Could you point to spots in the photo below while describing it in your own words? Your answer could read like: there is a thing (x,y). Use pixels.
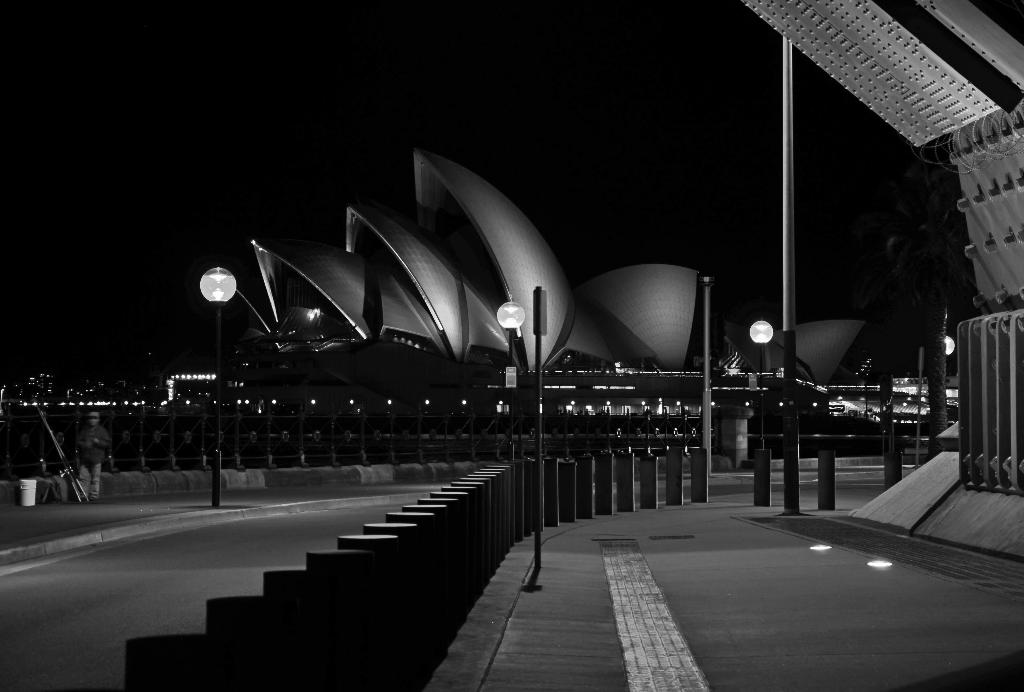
In this image in the center (542,413) there are poles (791,430) and in the background (294,353) there are buildings (327,372) and there is a person (96,442).
